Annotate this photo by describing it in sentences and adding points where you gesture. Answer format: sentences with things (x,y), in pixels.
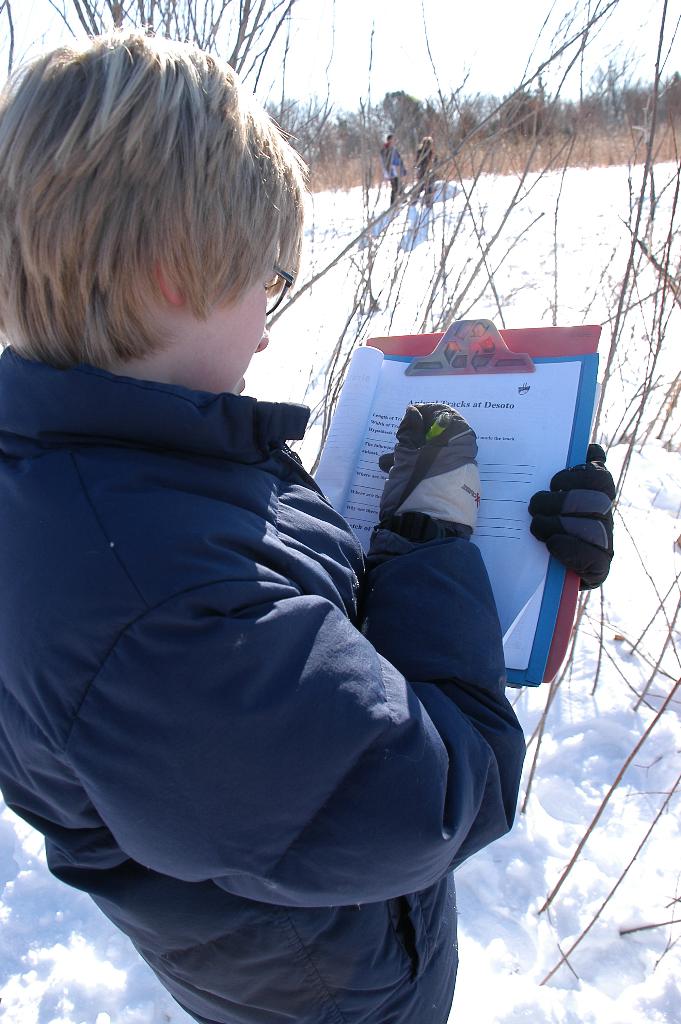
In this image there is a person (227,602) holding a pad (452,360) with some papers (545,463) on it and he is standing on the snow (605,964), in front of him there are dry trees (580,937), behind that there are two people (421,170) standing. In the background (355,137) there are trees (598,126) and the sky (446,62).
